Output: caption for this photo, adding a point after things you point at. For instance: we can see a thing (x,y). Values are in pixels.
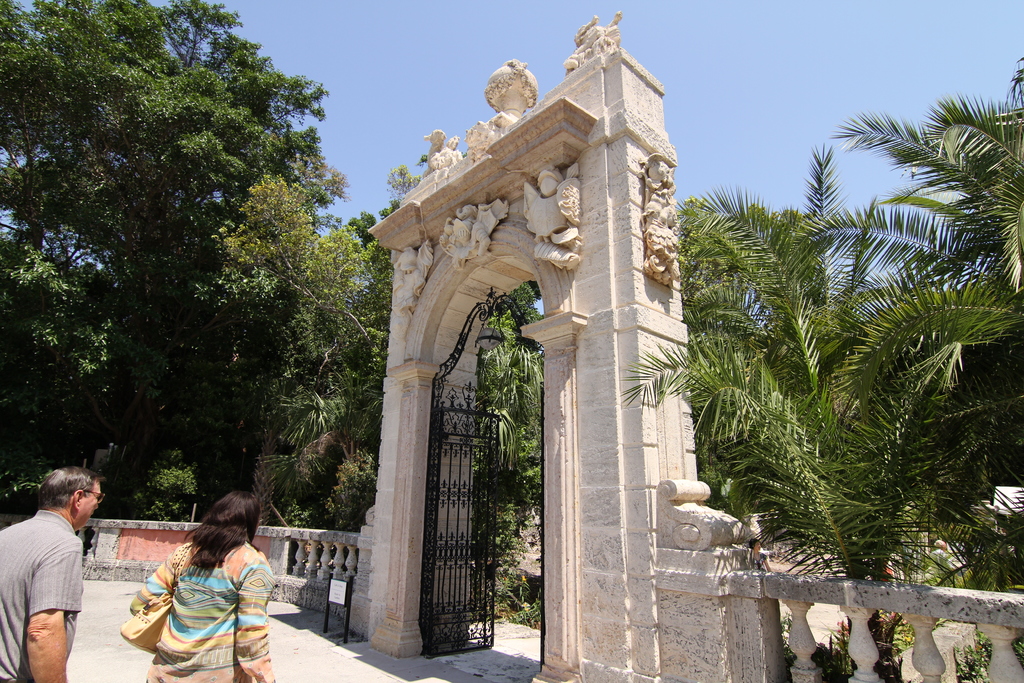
In this picture we can see two people (67,537) on the ground (103,607) where a woman (212,613) carrying a bag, name board (343,590), arch (371,580) with sculptures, gate (472,475), fence (929,605), trees (947,312) and in the background (740,34) we can see the sky (434,84).
